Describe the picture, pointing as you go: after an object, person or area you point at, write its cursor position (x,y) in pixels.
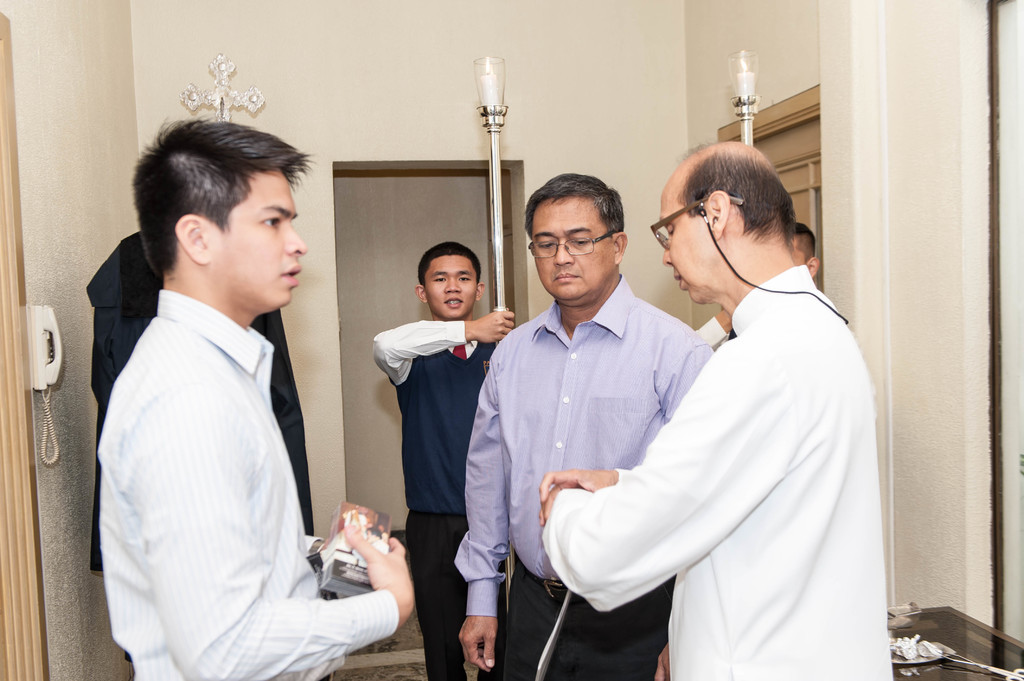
In this image we can see a few people (517,551), among them, some are holding the objects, also we can see a door (425,207), window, landline phone (40,357) and a table (933,636) with some objects (922,651) on it, also we can see the wall (101,240).
